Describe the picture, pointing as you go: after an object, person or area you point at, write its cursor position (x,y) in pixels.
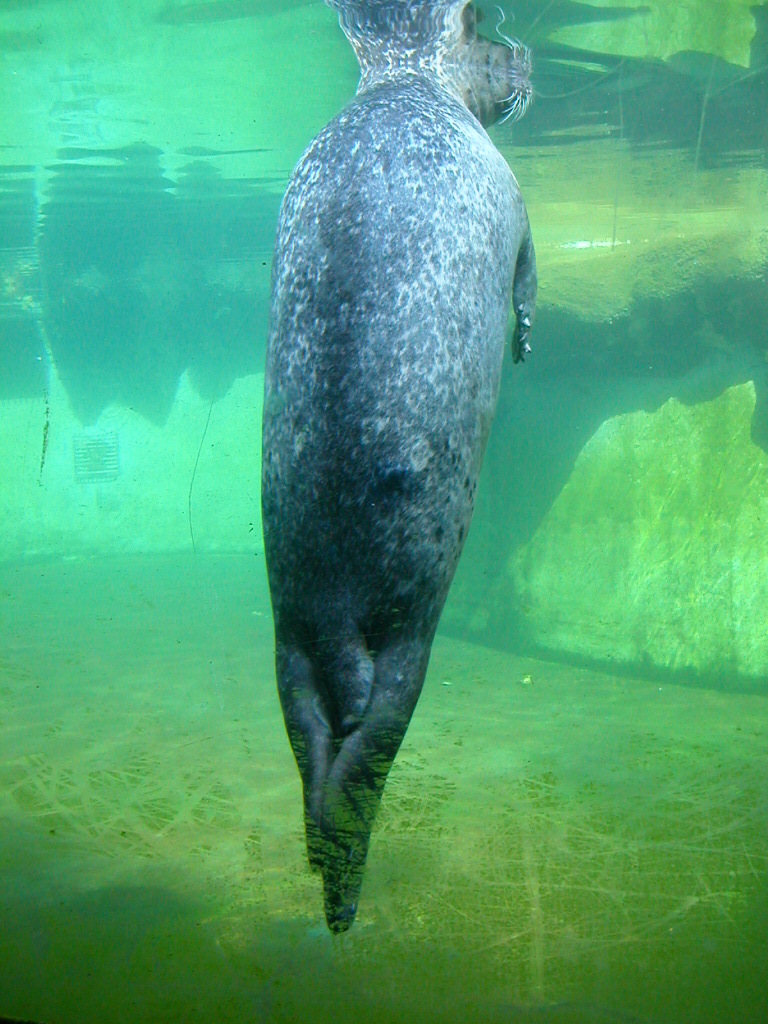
In this picture I can see an animal (416,510) in the water (452,743). Here I can see a wall (682,505).
